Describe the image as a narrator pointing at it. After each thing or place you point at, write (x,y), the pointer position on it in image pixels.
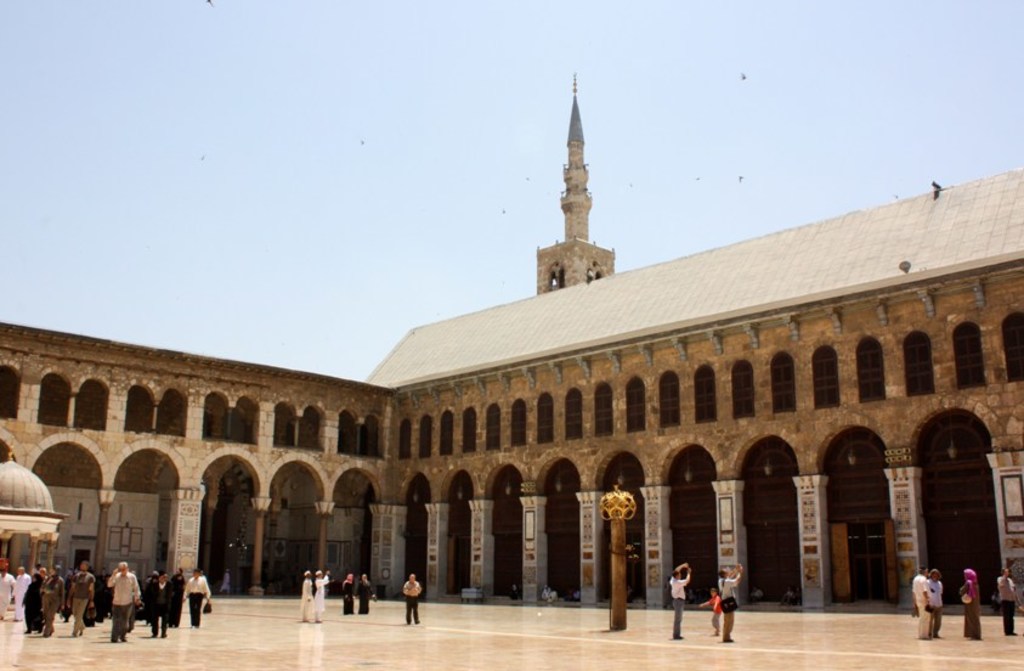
In this picture we can see a few people (64,596) on the path (1015,664). There is a building (495,340) and a few arches (565,568) are visible on this building (491,519). We can see some birds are flying in the sky (730,123).
